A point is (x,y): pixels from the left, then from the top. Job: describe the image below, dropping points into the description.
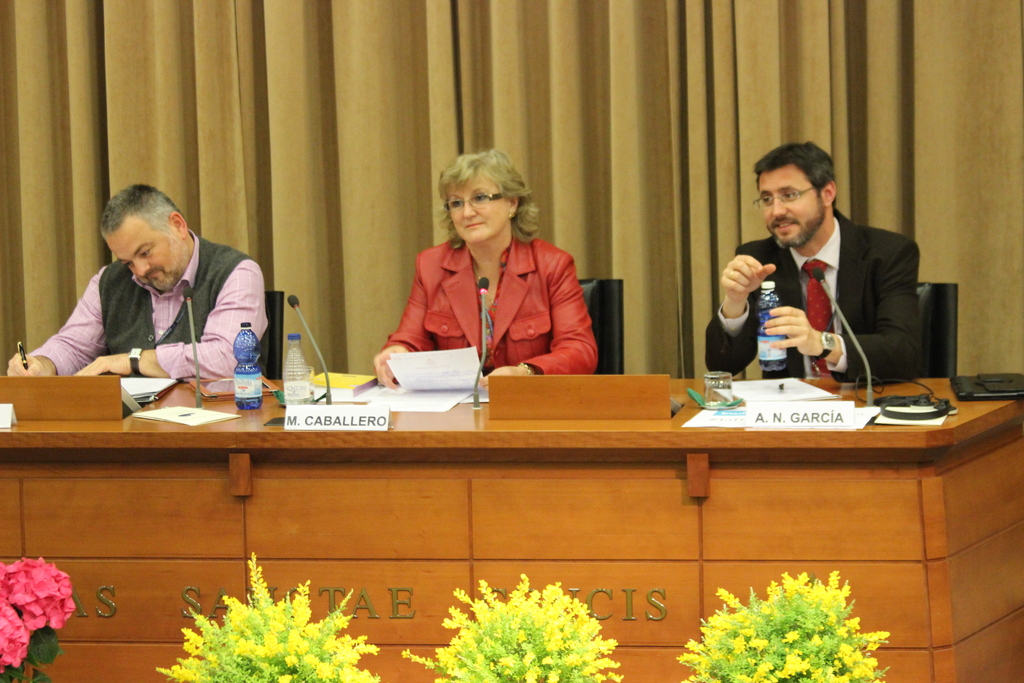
In this picture there are two men (748,263) and a woman (517,245) in the middle (578,312) sitting behind the wooden table (477,507), smiling and giving a pose. In the front (283,596) bottom side there is a some small plants pots (274,680). Behind there is a brown curtain (206,86).
